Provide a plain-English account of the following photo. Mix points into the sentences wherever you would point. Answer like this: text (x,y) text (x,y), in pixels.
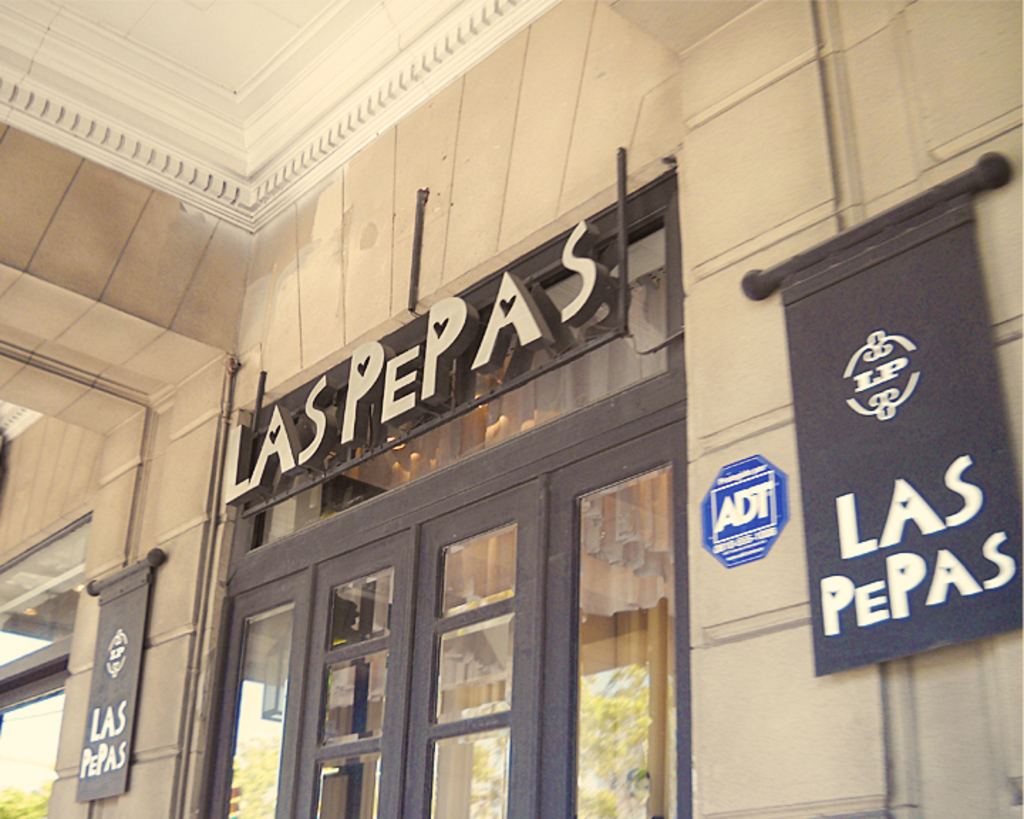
In the picture we can see glass door (409,604), some boards (98,778) attached to the wall (572,45) and we can see the reflection (238,770) of trees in the glass door (324,757).
